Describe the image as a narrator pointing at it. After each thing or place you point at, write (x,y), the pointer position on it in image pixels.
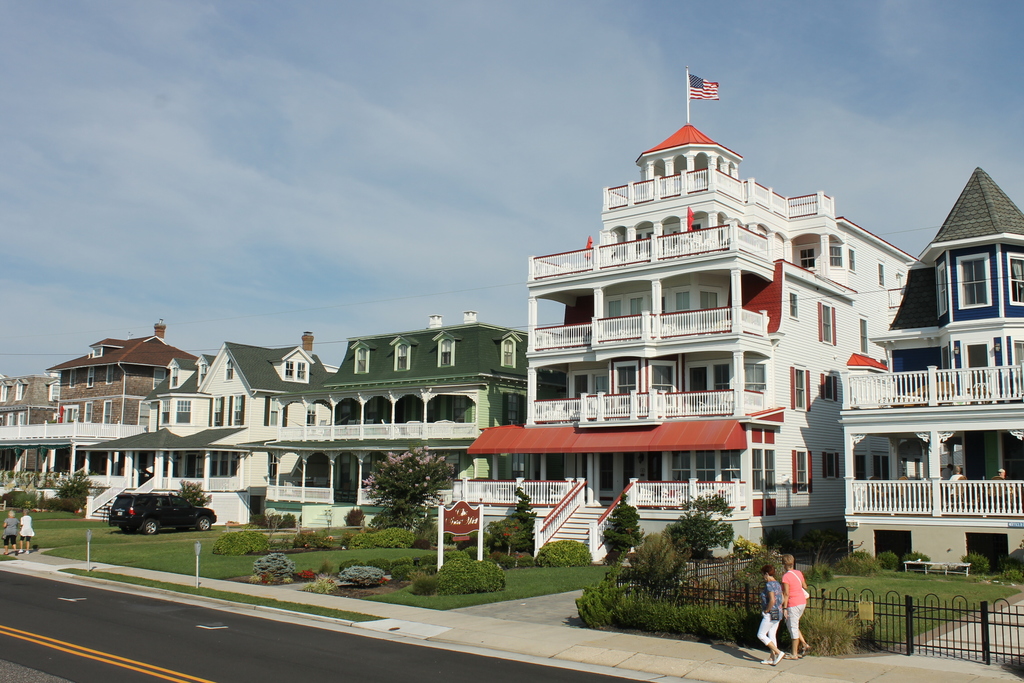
In this image in front (200,667) there is a road (202,651). There are poles (441,560), plants (441,578). There is a metal fence (908,627). There is a car (189,525). There are stairs (609,517). There are people (22,523) walking on the pavement (597,657). In the background of the image (717,534) there are buildings (664,379), trees (404,481) and sky (445,150). At the bottom of the image (190,544) there is grass (164,544) on the surface (177,541). In the top right of the image (702,89) there is a flag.
